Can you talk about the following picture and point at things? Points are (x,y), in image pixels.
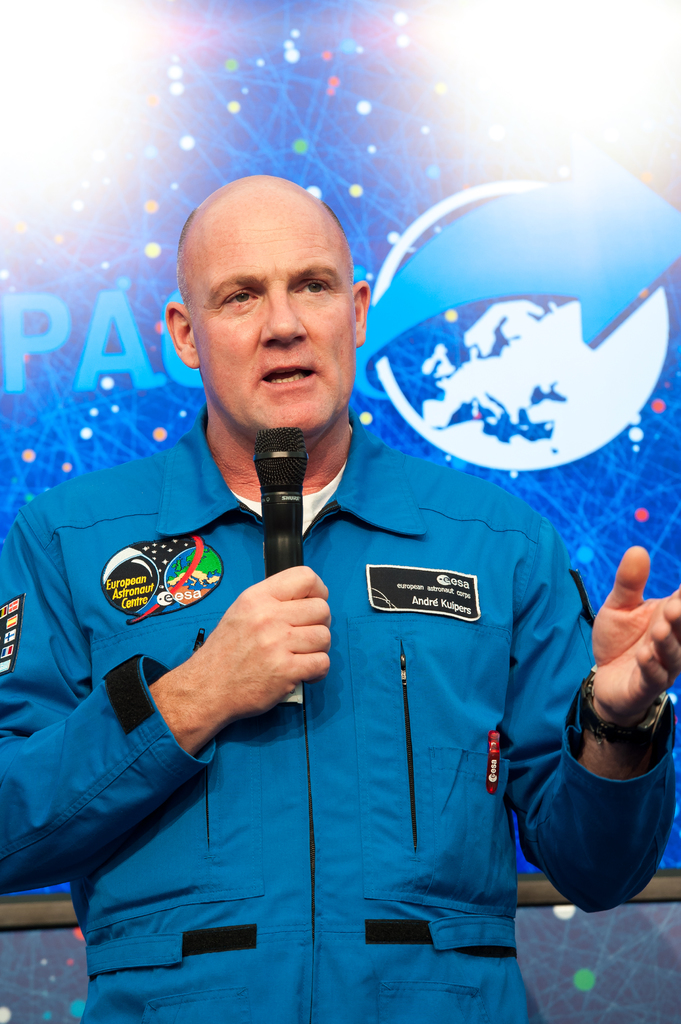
In this picture, we see the man (369,855) in the uniform (381,813) is standing. He is holding a microphone (301,454) in his hand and he is talking on the microphone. Behind him, we see a banner (101,225) or a board (502,382) in blue color with some text (178,372) written on it.
